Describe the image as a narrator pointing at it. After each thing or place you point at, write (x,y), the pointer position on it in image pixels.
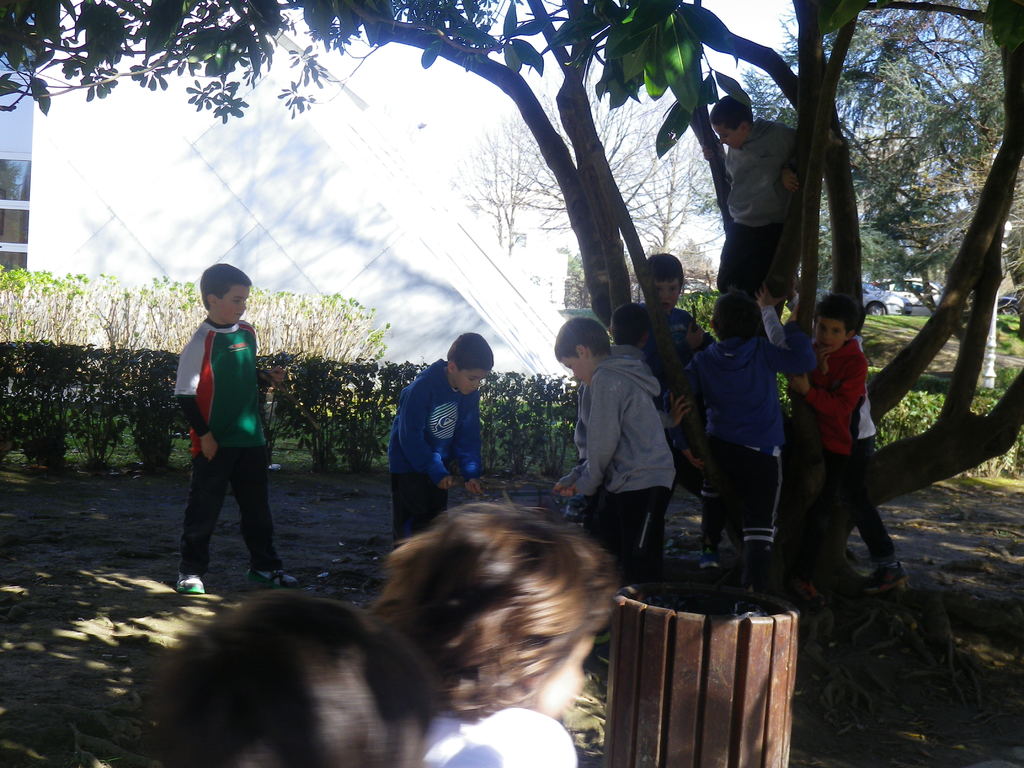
In this image, we can see people (391,609) and some are climbing a tree (681,77) and we can see stand (684,652) and in the background (309,317), there are plants (507,422), trees (889,186), vehicles (919,289) and buildings (367,157) and at the bottom (107,605), there is ground (102,568).
